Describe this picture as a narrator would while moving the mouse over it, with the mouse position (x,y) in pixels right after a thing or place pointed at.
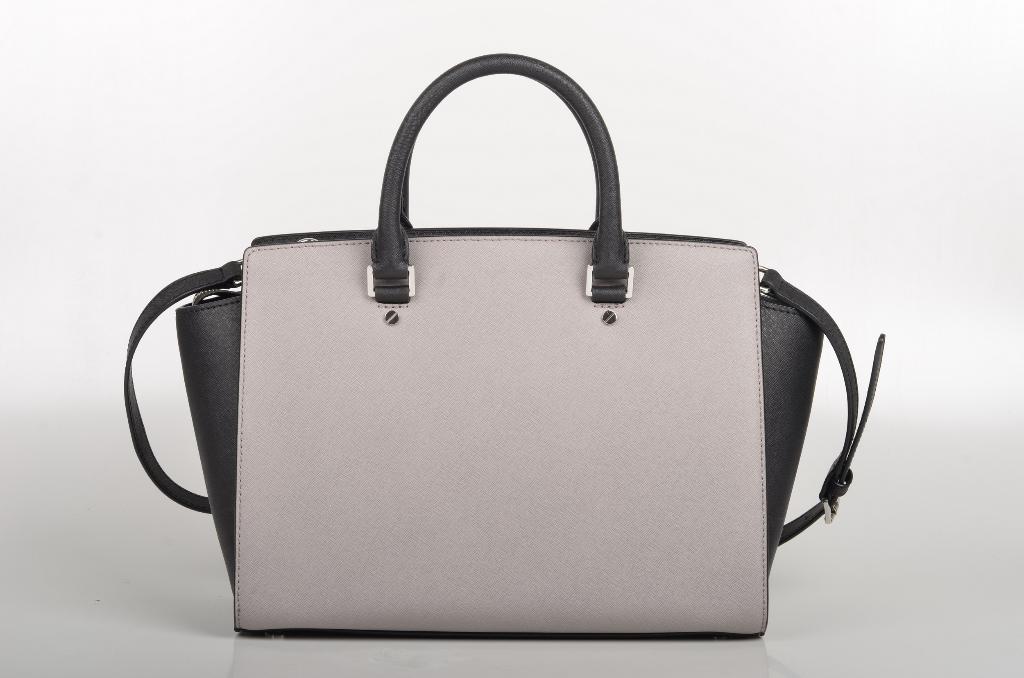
There is a grey color bag (620,409) is on the floor (466,652) which is in white color. The background (758,141) is in white color.
